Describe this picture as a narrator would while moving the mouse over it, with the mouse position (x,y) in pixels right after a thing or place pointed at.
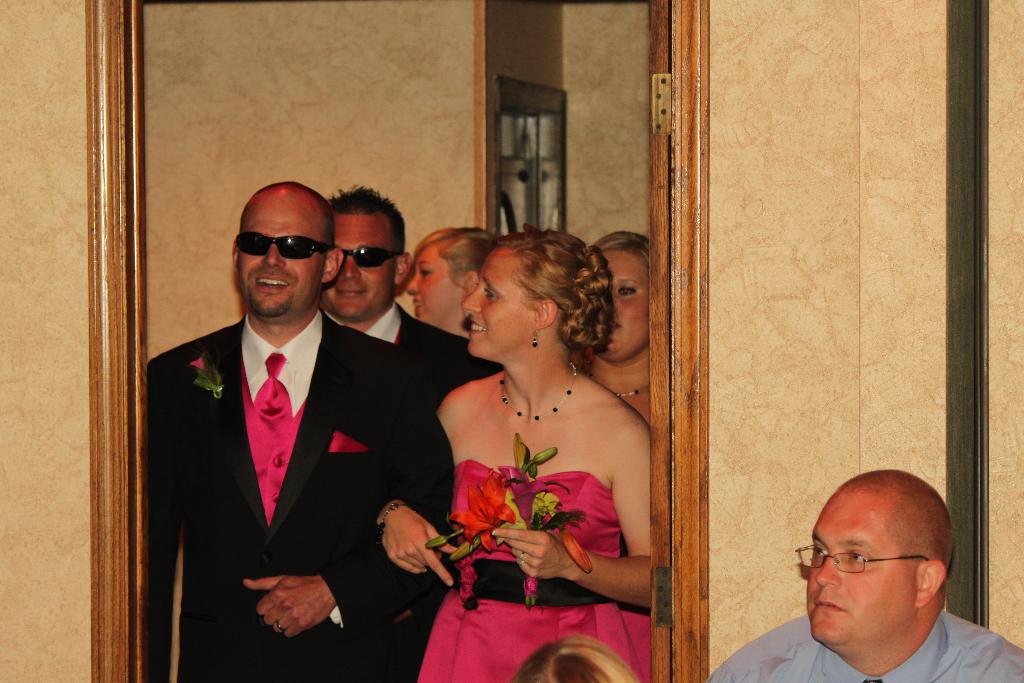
In this image I can see few persons (360,194) standing, at right (911,582) I can see a person (943,558) sitting, in front (513,614) the person (501,441) is wearing pink frock (506,563). At left (292,546) I can see a person (256,529) wearing black blazer (232,445), white shirt (306,361), at the back (297,110) wall (295,106) is in cream color.
